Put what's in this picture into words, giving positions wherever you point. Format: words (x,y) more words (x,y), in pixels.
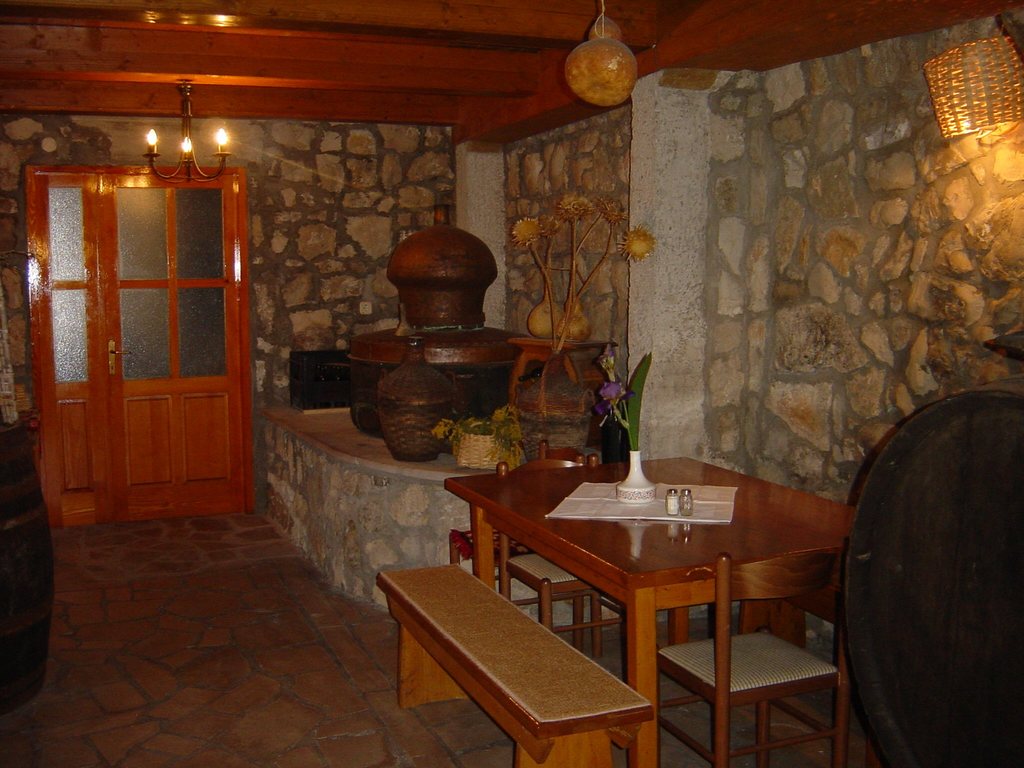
In this room (643,546) there is a dining table (643,546) there are chairs (545,584) around it and a bench (499,672) is there. behind it there is a pot (440,412). On the left (184,336) there is a door (178,355). On the roof (197,111) there is light (189,177). On the table (571,495) there is a pot (630,449) and bottles (674,497).
